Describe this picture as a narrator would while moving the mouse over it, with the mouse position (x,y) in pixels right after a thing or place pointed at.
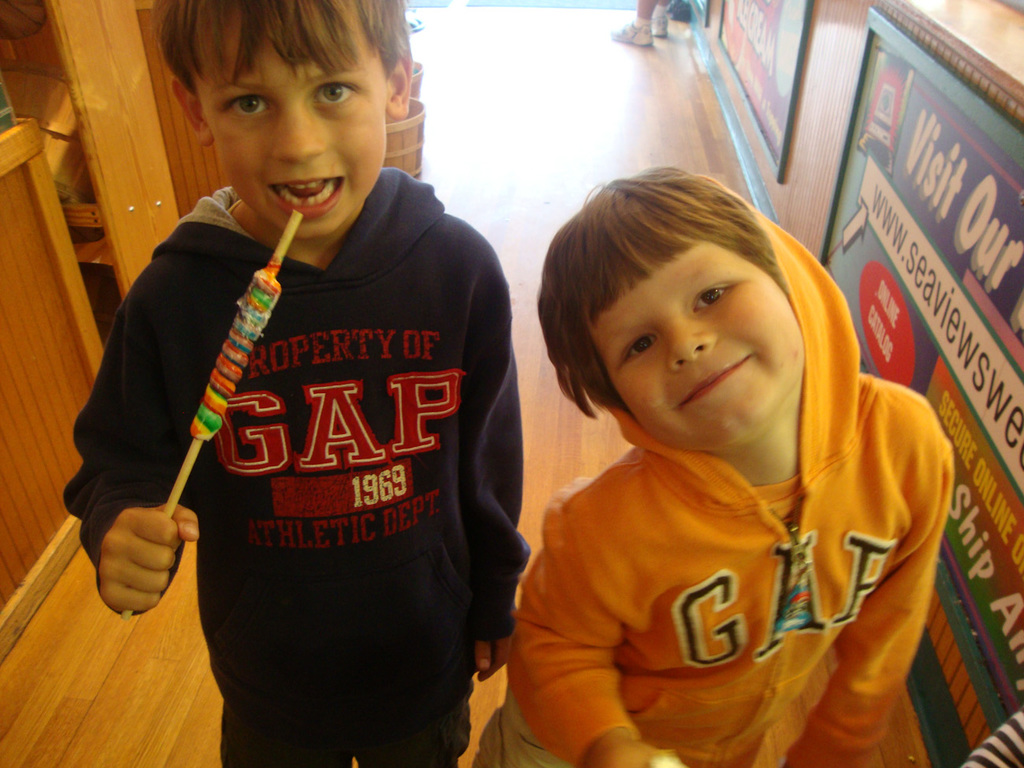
In the center of the image (425,396) we can see two people (730,577) standing. The boy (336,509) standing on the left (286,475) is holding a candy (211,430) in his hand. In the background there is a bin (409,161) and we can see a door (12,221). On the right (784,205) there is a table (995,50) and we can see boards (859,107).
